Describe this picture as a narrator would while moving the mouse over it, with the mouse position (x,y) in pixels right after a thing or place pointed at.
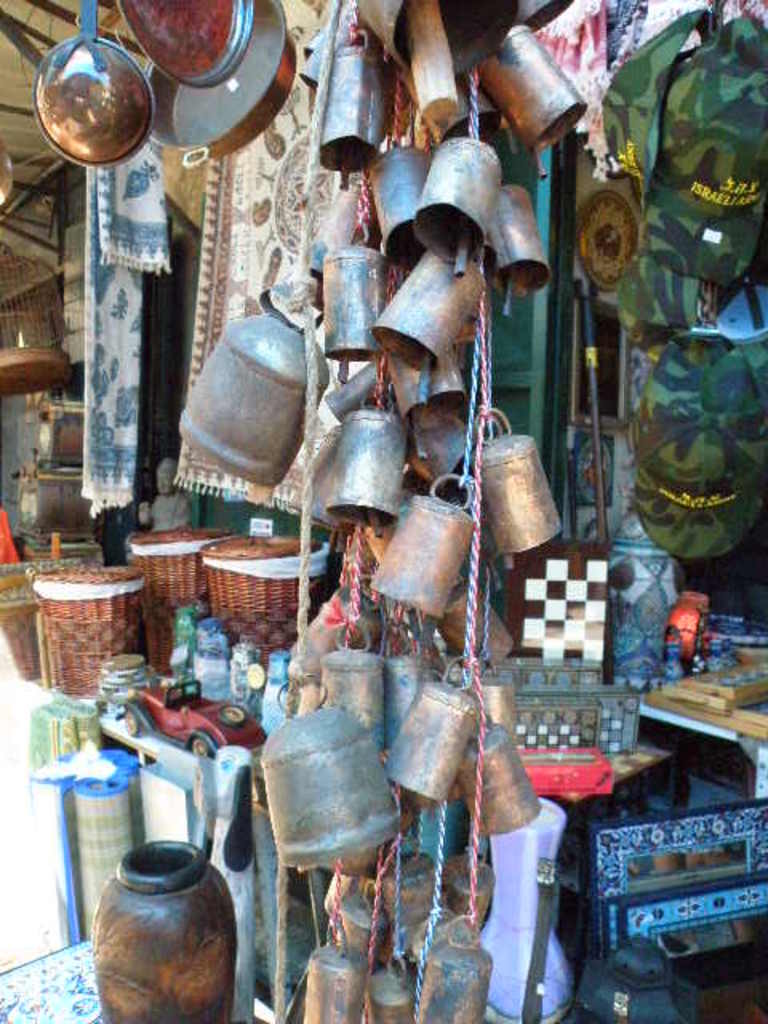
In this image we can see a store (103,426). There are vessels (451,378) tied to a rope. There are caps (652,399) to the right side of the image (647,243) and there are many other objects (187,625).
